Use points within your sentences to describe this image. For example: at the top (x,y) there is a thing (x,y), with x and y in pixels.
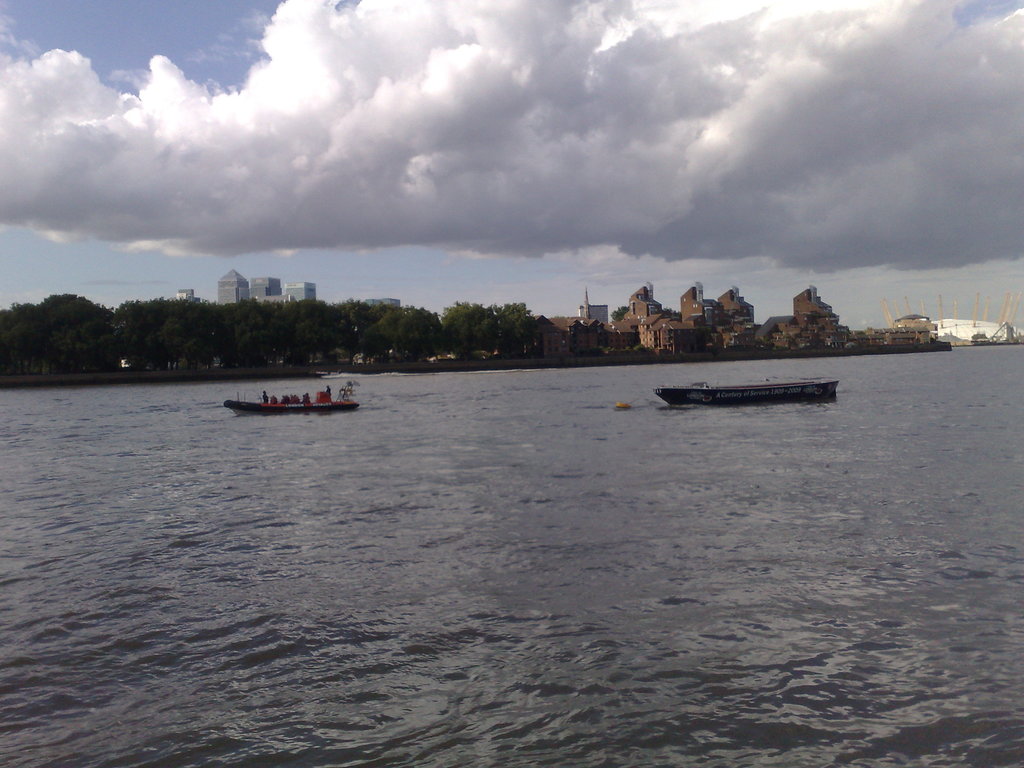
In this image in the center (475,478) there are boats (337,407) sailing on water (431,417). In the background (257,337) there are trees (470,335), buildings (742,321) and the sky (531,197) is cloudy.
